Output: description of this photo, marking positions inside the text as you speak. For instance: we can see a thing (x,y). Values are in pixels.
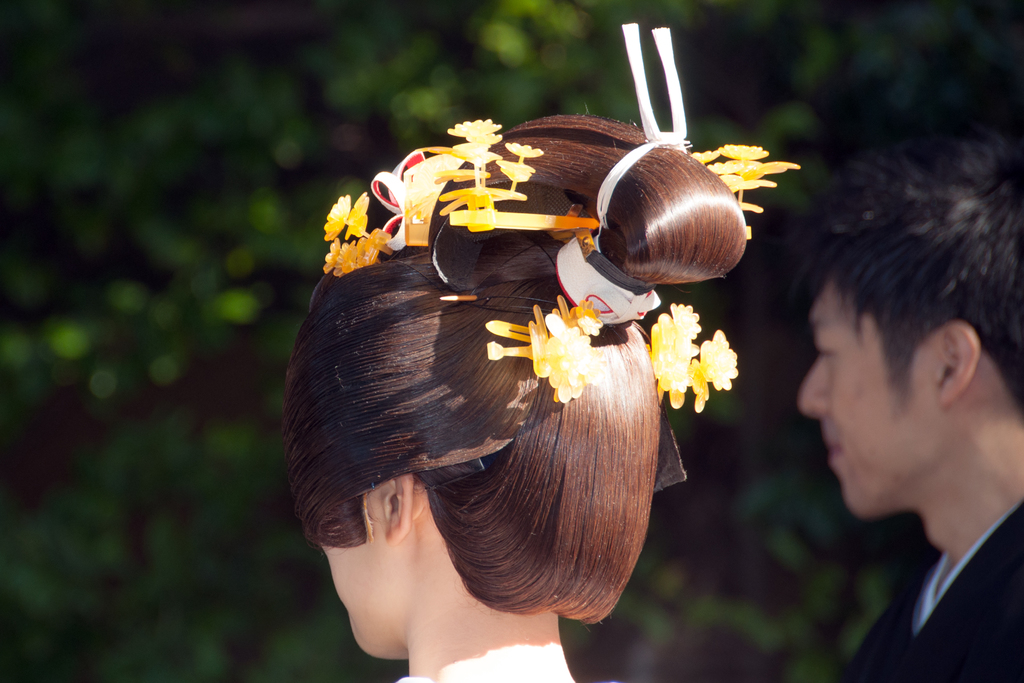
In this image we can see a man (843,435) and a woman (549,596). In the background (120,262), we can see greenery (753,216).
